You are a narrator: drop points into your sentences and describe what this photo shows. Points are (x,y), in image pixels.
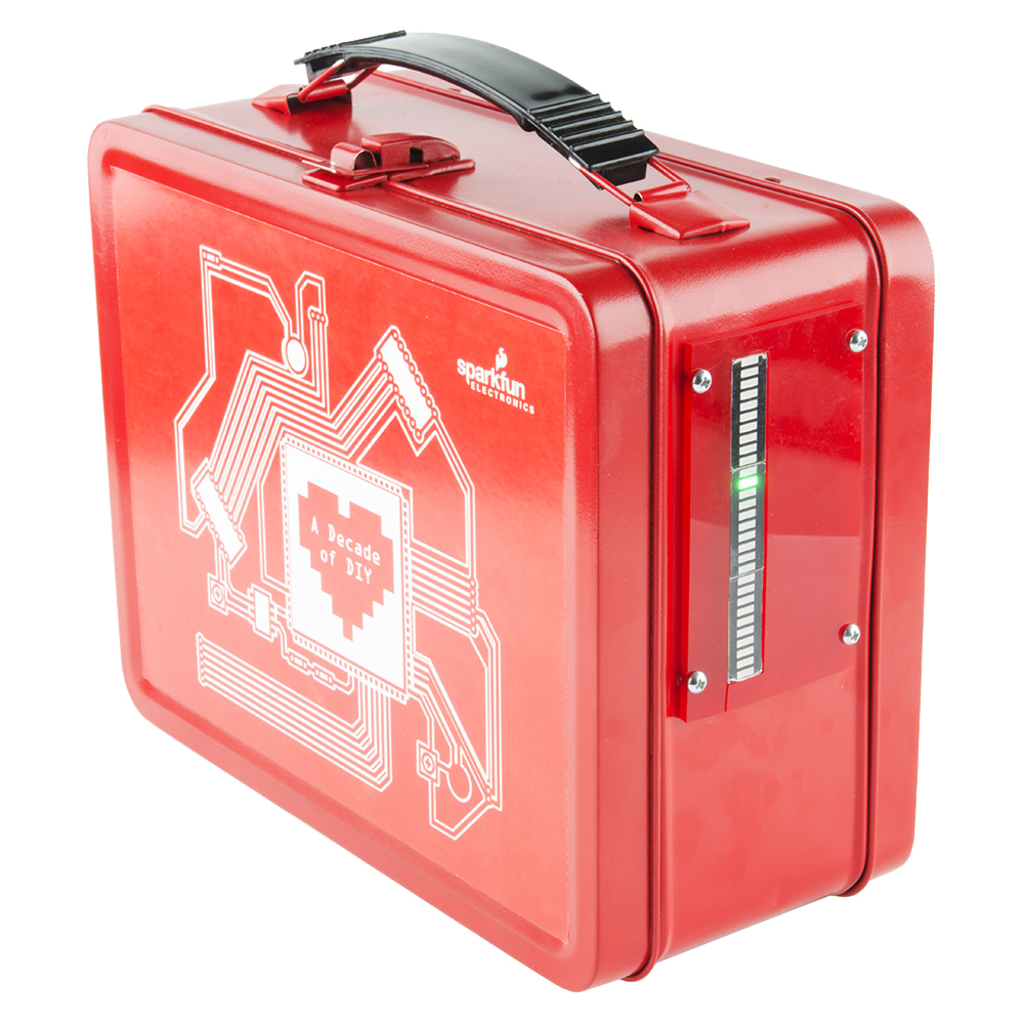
In the picture we can see a red color box (904,492) with a handle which is black in color and on the box (895,719) we can see some designs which are white in color and a name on it sparkfun.
